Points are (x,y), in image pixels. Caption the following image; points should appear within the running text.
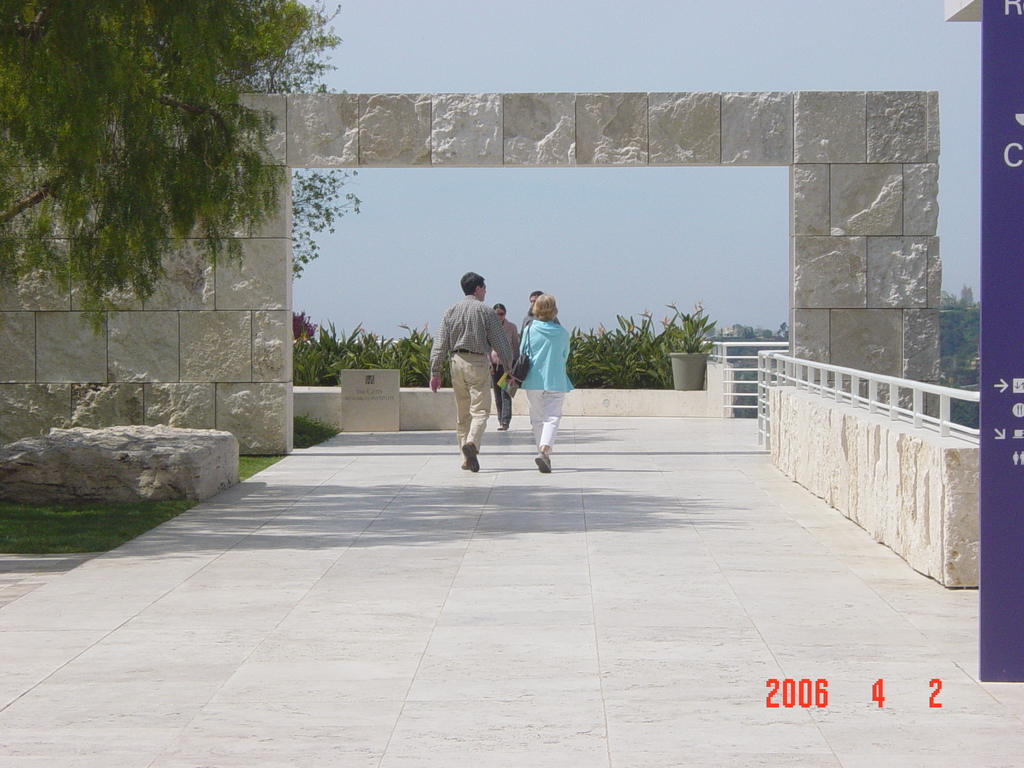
At the center of the image (506,354) there are people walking on the floor (569,579). On the right side of the image (1011,511) there is a banner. There is a railing (797,369). On the left side of the image (67,512) there is grass (54,514) on the surface (111,525). There is a rock (163,473). There is a rock wall (225,426). In the background of the image (683,368) there is a flower pot (683,368). There is a board (373,416) with some text (354,393) on it. There are trees (46,54). At the top of the image (539,222) there is sky (539,228). There are some numbers (882,699) at the bottom of the image (869,706).
